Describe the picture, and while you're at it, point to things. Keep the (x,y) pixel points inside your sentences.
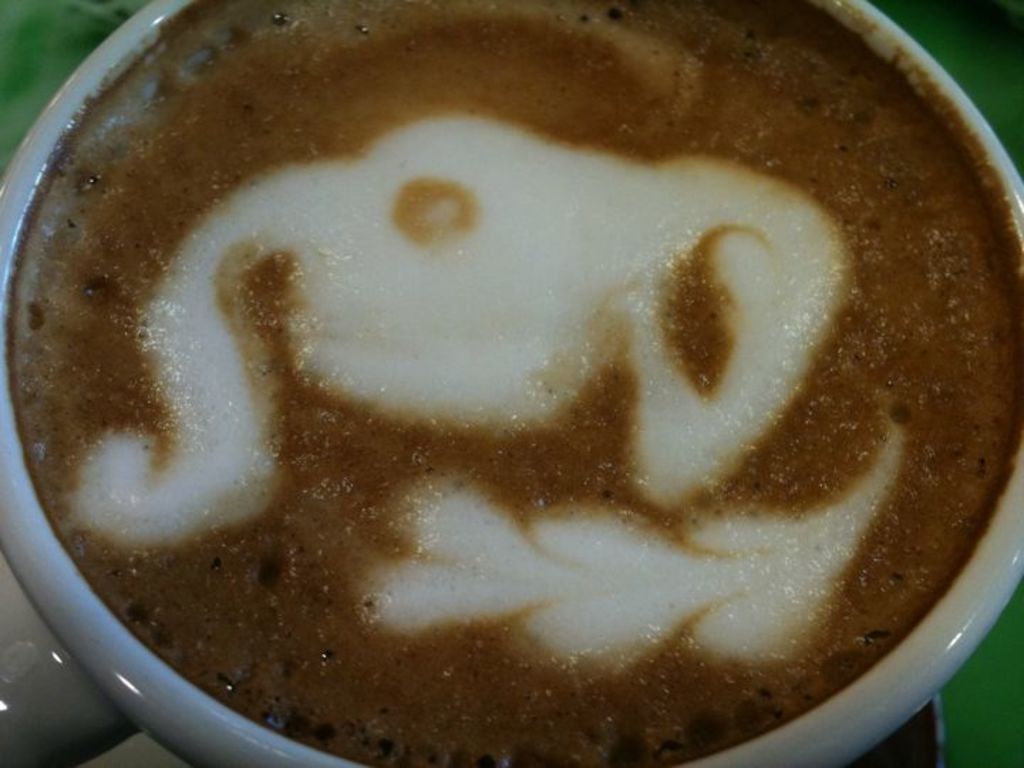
In this image there is a cup (97,634) with coffee (410,500) inside it.
